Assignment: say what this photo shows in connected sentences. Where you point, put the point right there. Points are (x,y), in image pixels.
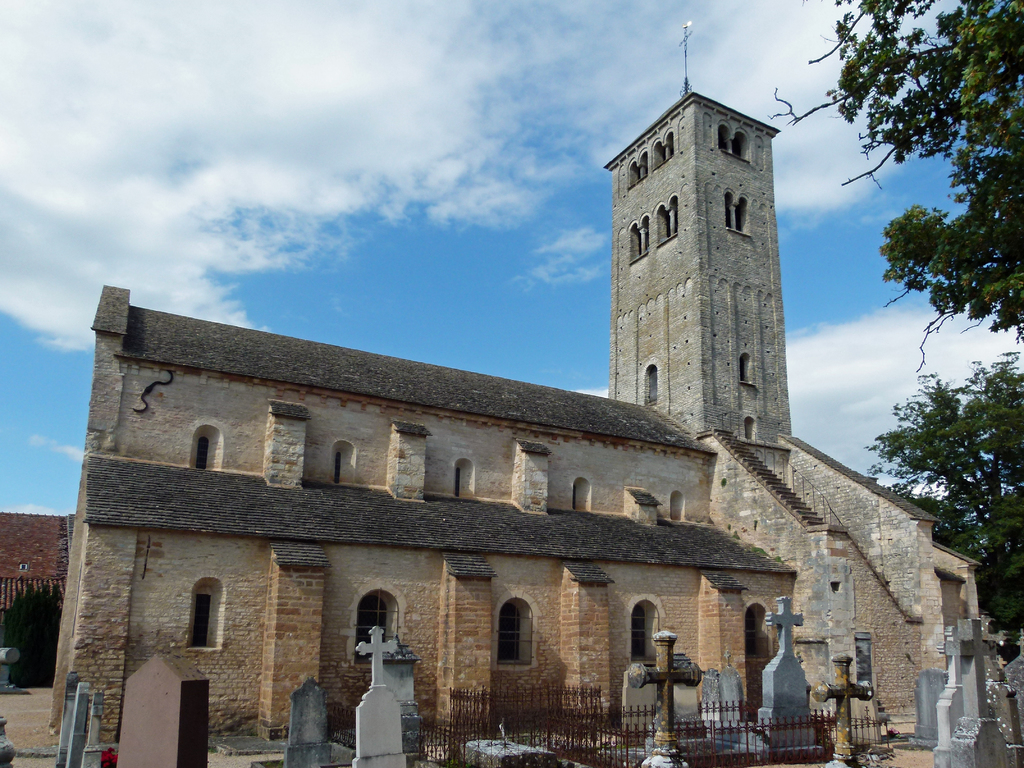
In this image, I can see a building (625,502). At the bottom of the image (474,723), there are holy cross symbols (973,665) and iron grilles (720,712). On the right side of the image (983,446), I can see trees (986,226). In the background (435,111), there is the sky (312,204).
